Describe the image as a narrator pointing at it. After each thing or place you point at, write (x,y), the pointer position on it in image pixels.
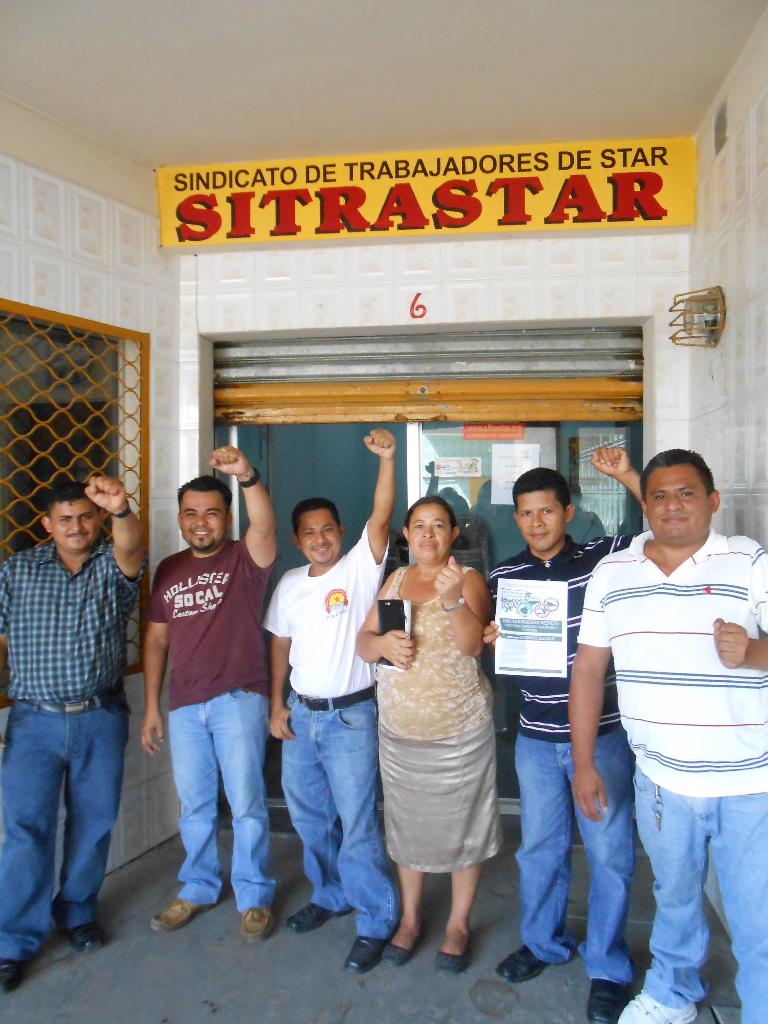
In this picture I can see 5 men (324,519) and a woman (426,596) who are standing and I see that the man (532,573) on the right (520,733) is holding a thing (529,595). In the background (683,393) I can see the wall (454,319) and I can see the shutter (398,375) in the center of this image (382,379). On the top of this image (362,172) I see something is written.
